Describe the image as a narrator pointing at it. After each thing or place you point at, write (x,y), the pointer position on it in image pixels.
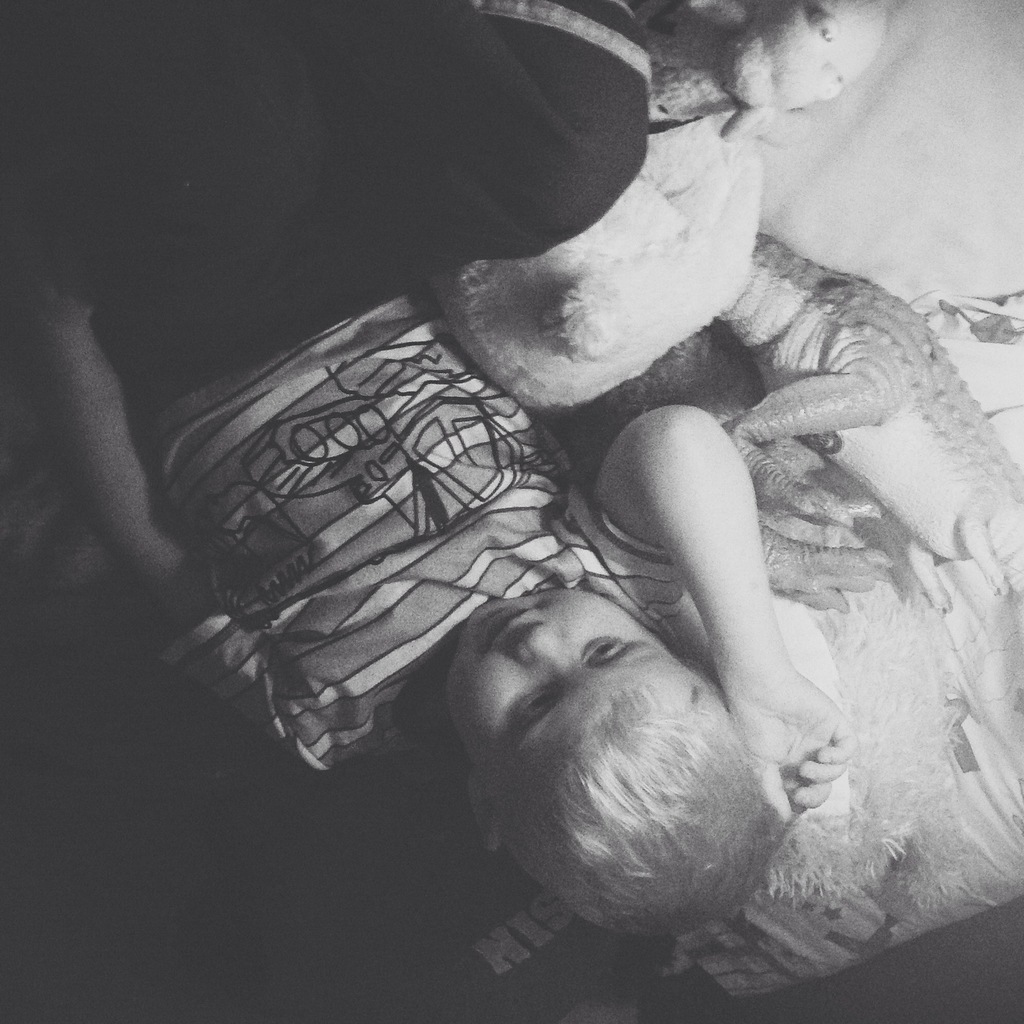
In this image I can see a person (641,493) lying and few toys (670,298) on the bed (779,228). The image is in white and black.
